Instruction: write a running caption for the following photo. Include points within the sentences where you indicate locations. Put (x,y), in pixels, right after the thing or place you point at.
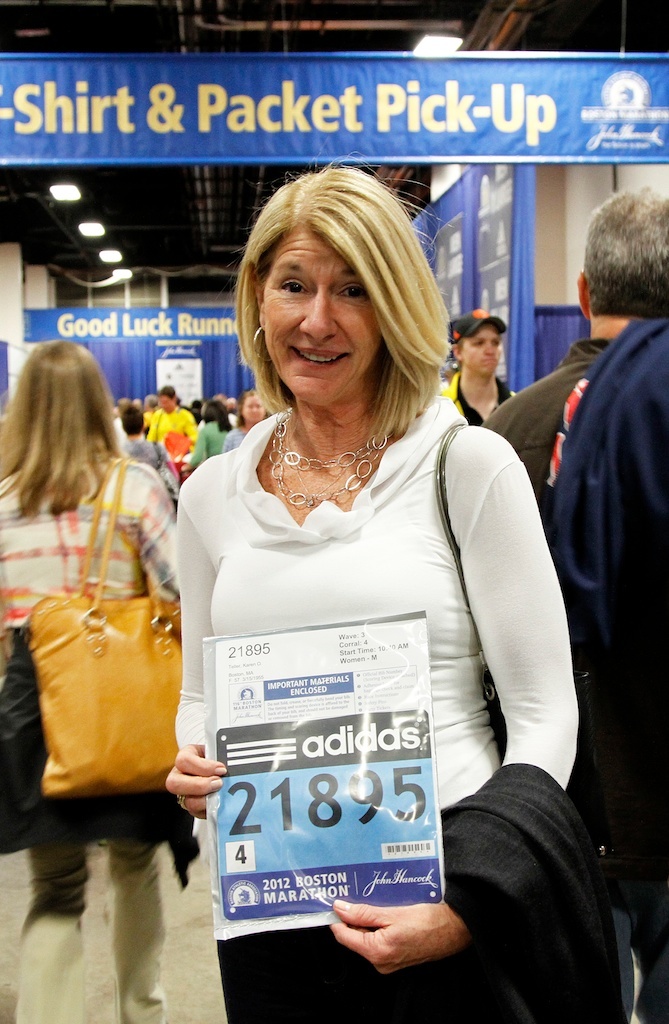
This is a picture of a woman (239,596) standing by holding a pamphlet (374,634) in her hand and at the left side of the woman (222,524) there is woman (43,364) walking with a handbag (57,614) and at the background (149,333) we have a name board (243,129) and group of people (218,409) standing.
